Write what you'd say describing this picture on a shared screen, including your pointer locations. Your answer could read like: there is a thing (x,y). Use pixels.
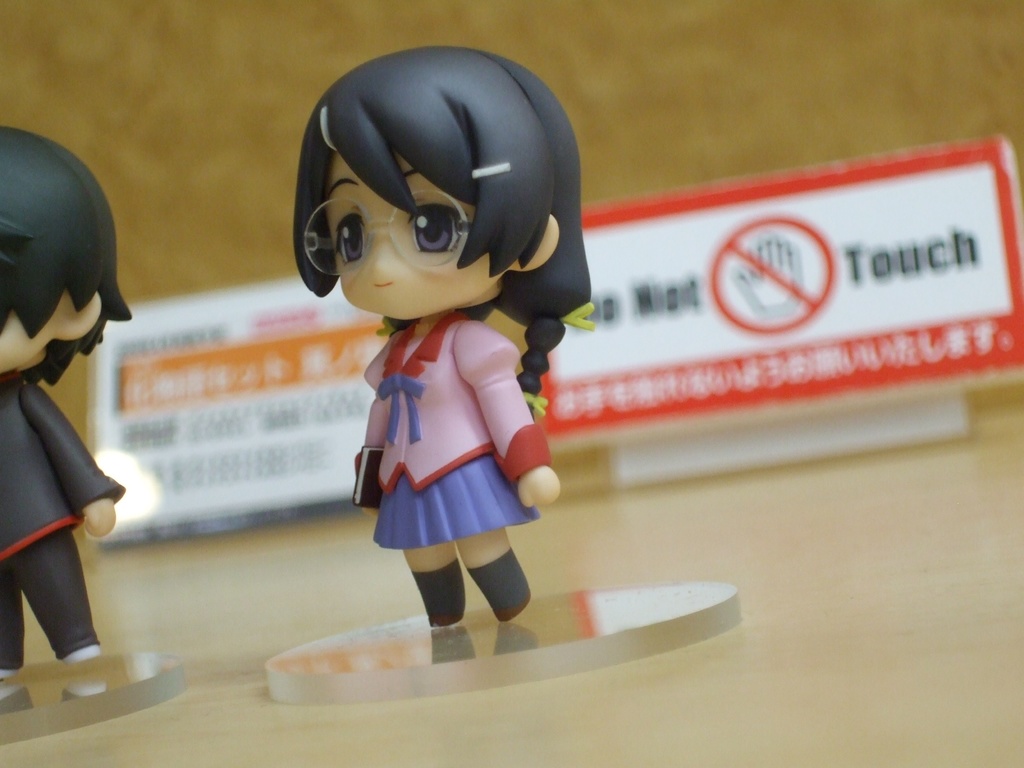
In the picture I can see toys (105,302) of a woman (449,367) and a man (30,403). In the background (831,303) I can see a sign board (556,365) and some other objects (269,415). The background of the image (304,411) is blurred.
